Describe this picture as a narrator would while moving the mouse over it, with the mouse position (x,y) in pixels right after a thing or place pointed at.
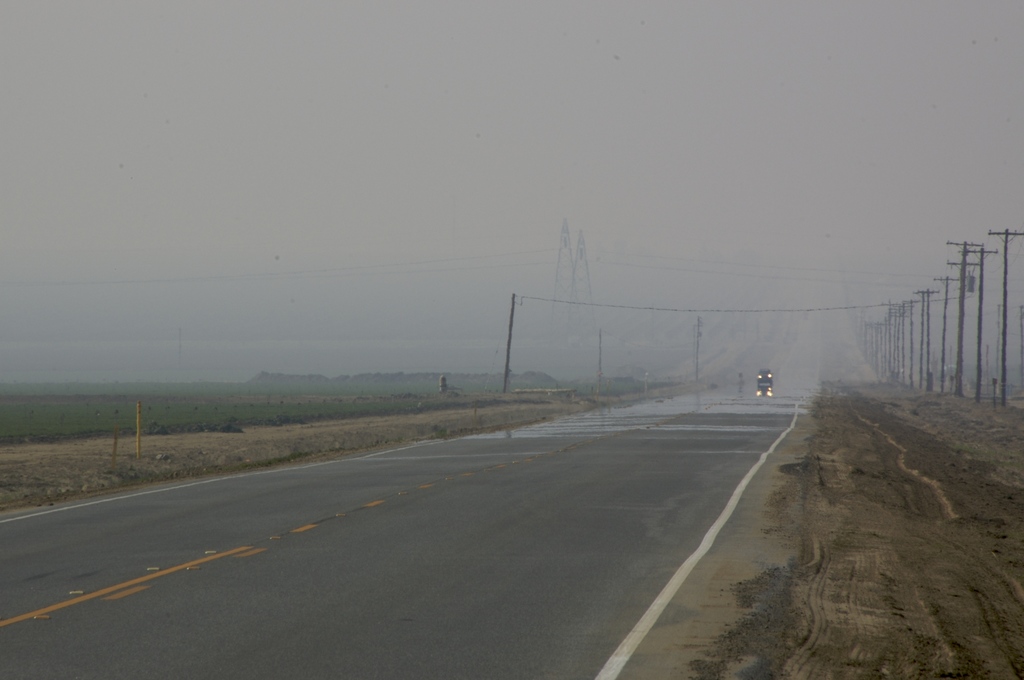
In this image we can see a vehicle (771,391) on the road (590,564). On the left side of the image (148,453), we can see land (354,418), pole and grass (238,402). On the right side of the image (961,297), we can see poles (925,327) and wires (808,309). At the top of the image (442,69), we can see the sky (447,87).
